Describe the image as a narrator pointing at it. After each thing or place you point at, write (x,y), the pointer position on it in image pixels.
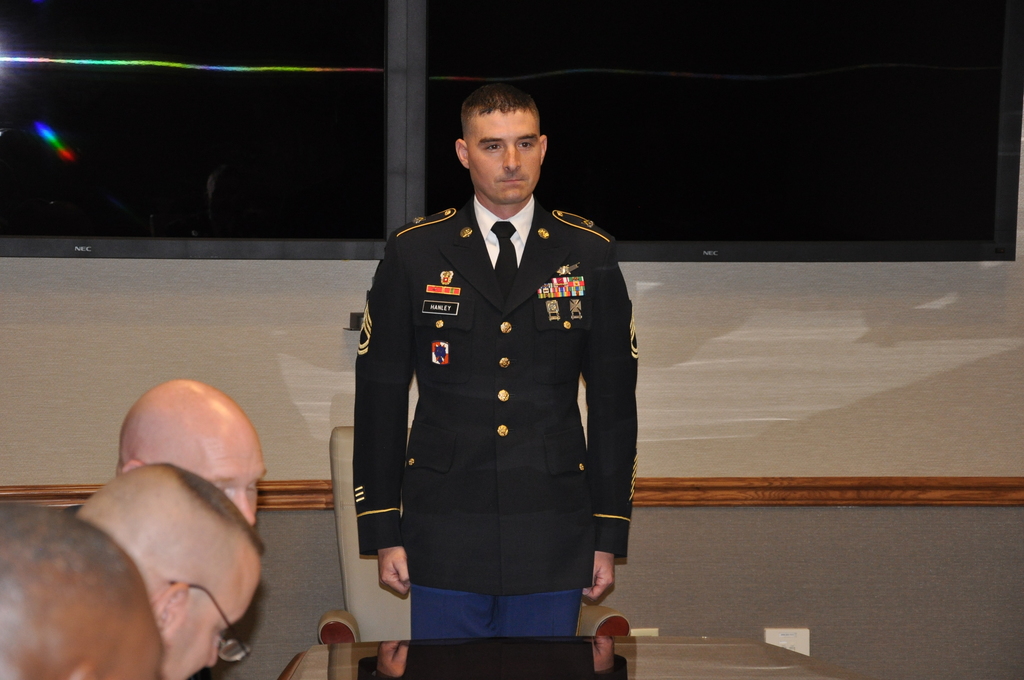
In this image we can see a few people (492,563), among them, one person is wearing the spectacles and also we can see a chair (390,603) and a table (445,666), in the background (773,231), we can see the objects (319,154), which looks like the screens (547,174).
